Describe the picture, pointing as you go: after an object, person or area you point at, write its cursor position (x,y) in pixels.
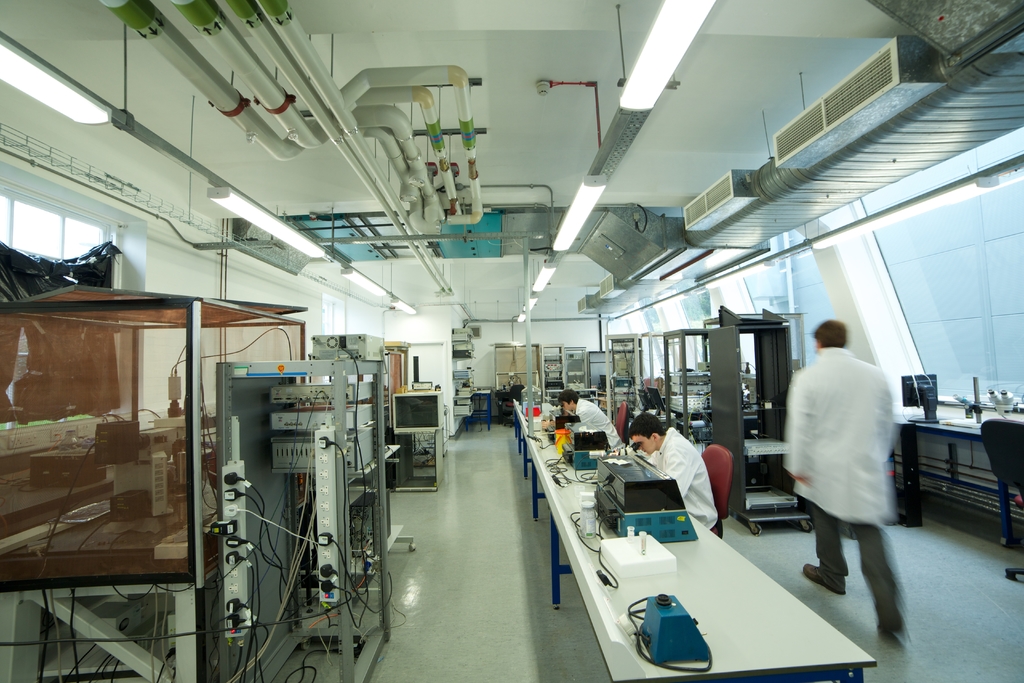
This is looking like inside of a lab (565,413). There are two person (613,435) sitting and looking over the microscope (631,455). One person (826,468) wearing a coat (826,468) is walking. There is a table (692,615). There are wires (244,510) and some machines (663,639). On the ceiling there are pipes (270,144) and tube lights (275,226).
